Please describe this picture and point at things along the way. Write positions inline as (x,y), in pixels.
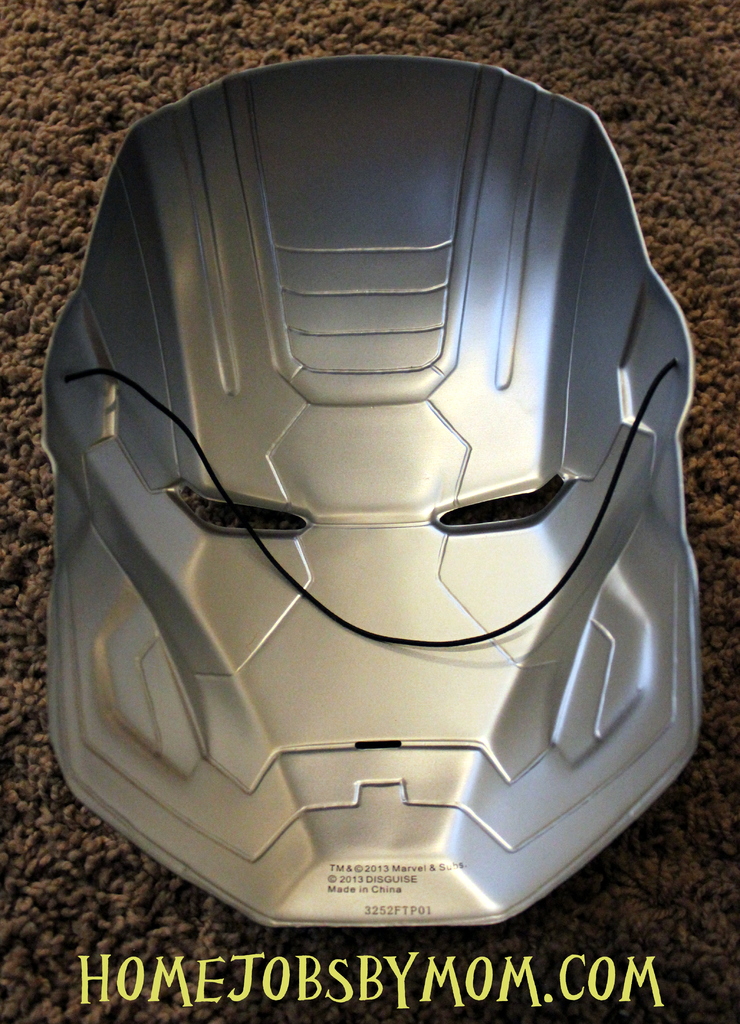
Here in this picture we can see a mask (436,414) present on the floor (6,844) over there.
